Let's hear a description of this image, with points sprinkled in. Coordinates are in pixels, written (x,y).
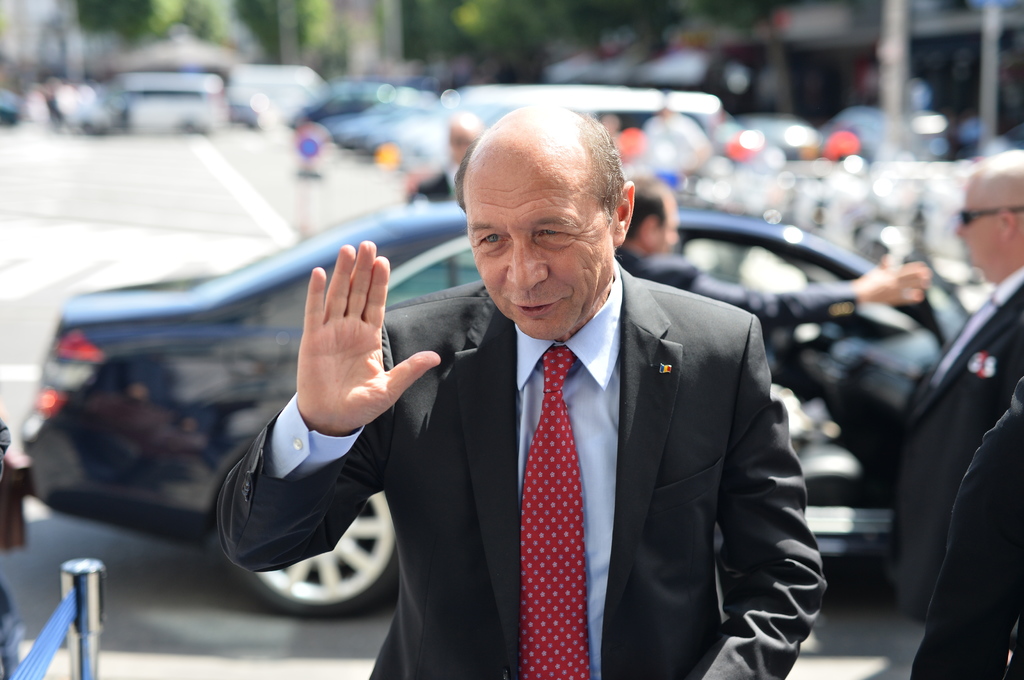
In the picture we can see a man (639,587) standing in a blazer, tie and shirt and behind him we can see two people (1005,360) are standing near the car (180,448) and one person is holding a door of the car (119,430) and in the background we can see many cars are parked which is not clearly visible.
